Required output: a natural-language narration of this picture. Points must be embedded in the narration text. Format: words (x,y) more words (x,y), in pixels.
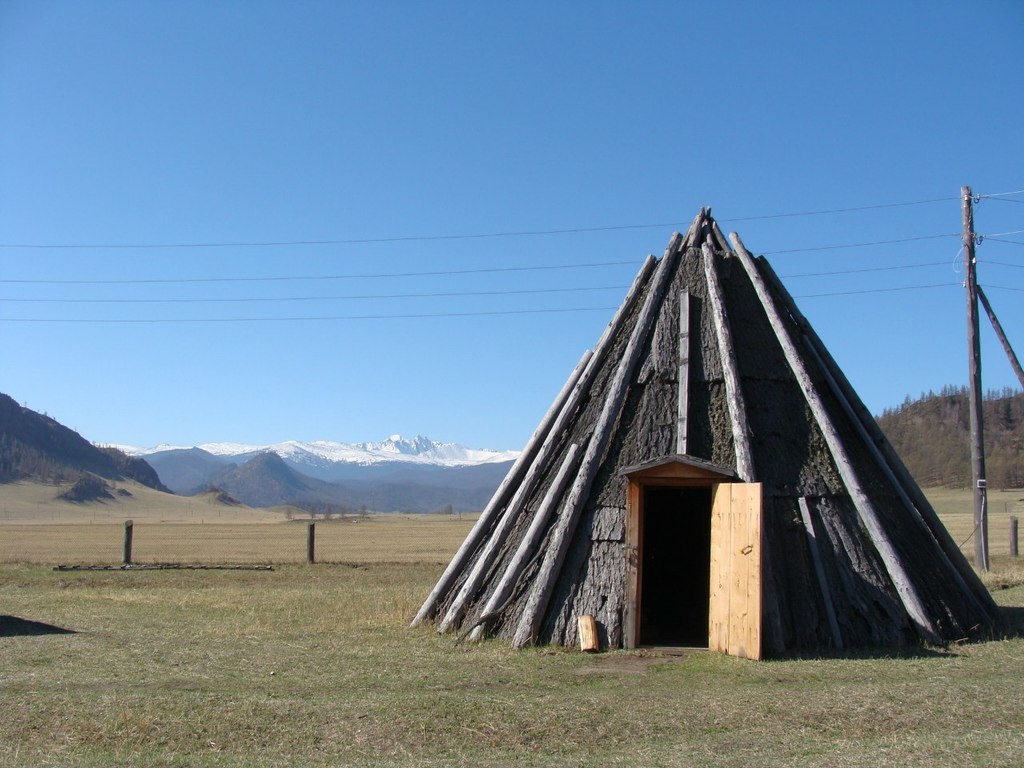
In this image I can see an open grass ground (288,567) and on it I can see black colour hut (568,502). I can see this hut (689,426) is made of tree trunks (613,399). Here I can see a door (720,546) and in background (500,317) I can see a pole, few wires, mountains (1007,450) and the sky (383,150).
